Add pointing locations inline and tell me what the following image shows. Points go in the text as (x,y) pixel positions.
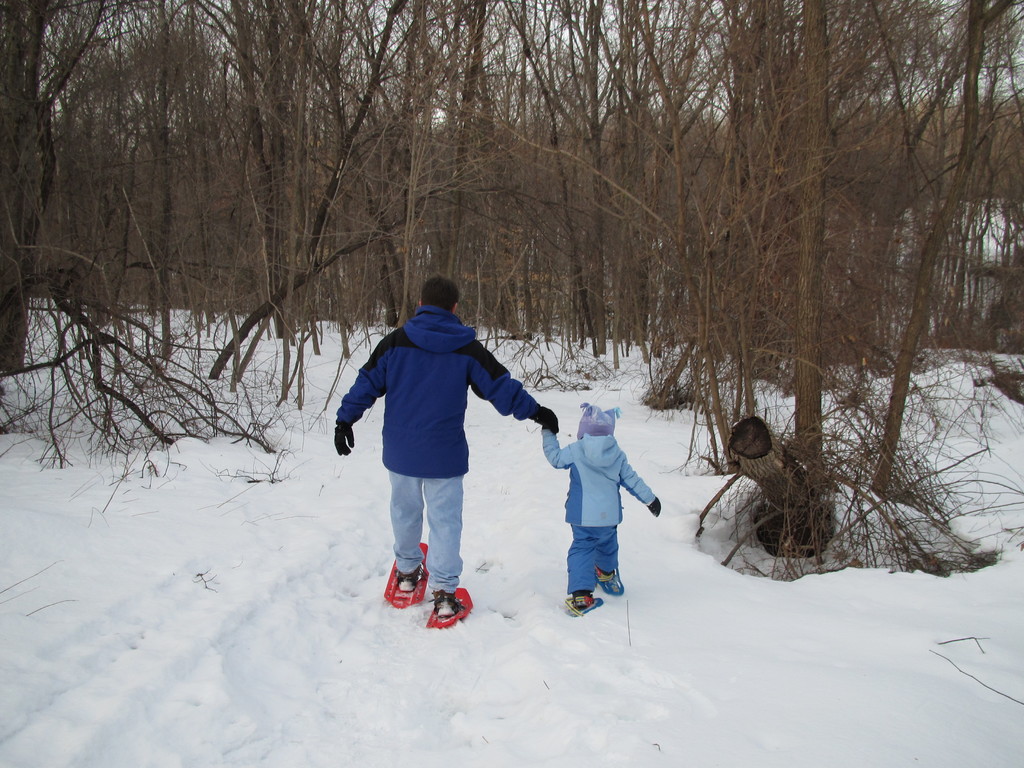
In this image we can see two persons (449,520) standing on the snowshoes (463,603), there are some trees (533,144) and the snow (162,551), in the background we can see the sky (588,37).
